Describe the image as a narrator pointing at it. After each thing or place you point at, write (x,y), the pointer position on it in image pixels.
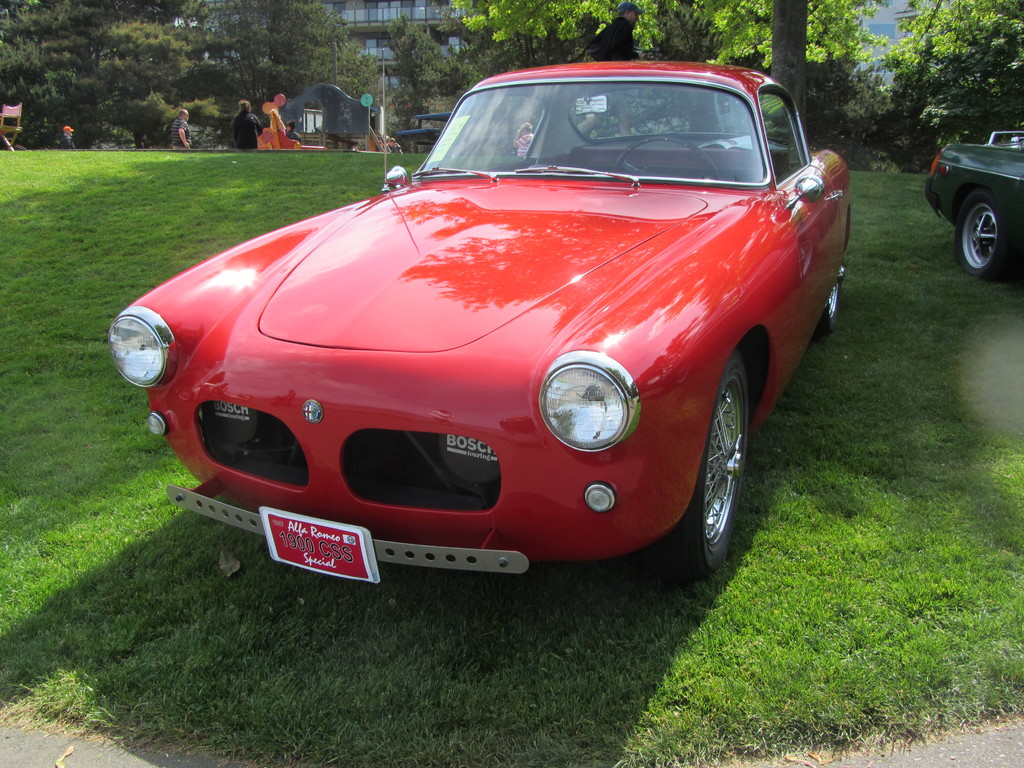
This image is taken outdoors. At the bottom of the image (980,745) there is a road (970,755) and there is a ground (676,636) with grass (891,548) on it. In the background (379,26) there is a building (366,22). There are a few trees (310,46). There are a few people (172,129). There is a bench (407,127) and there is a pole (384,129) and there is a chair (3,136) on the ground (13,155). In the middle of the image (467,377) a car (504,483) is parked on the ground (774,497). The car (638,501) is red in color. On the right side of the image (942,197) a car (971,193) is parked on the ground (980,286).
